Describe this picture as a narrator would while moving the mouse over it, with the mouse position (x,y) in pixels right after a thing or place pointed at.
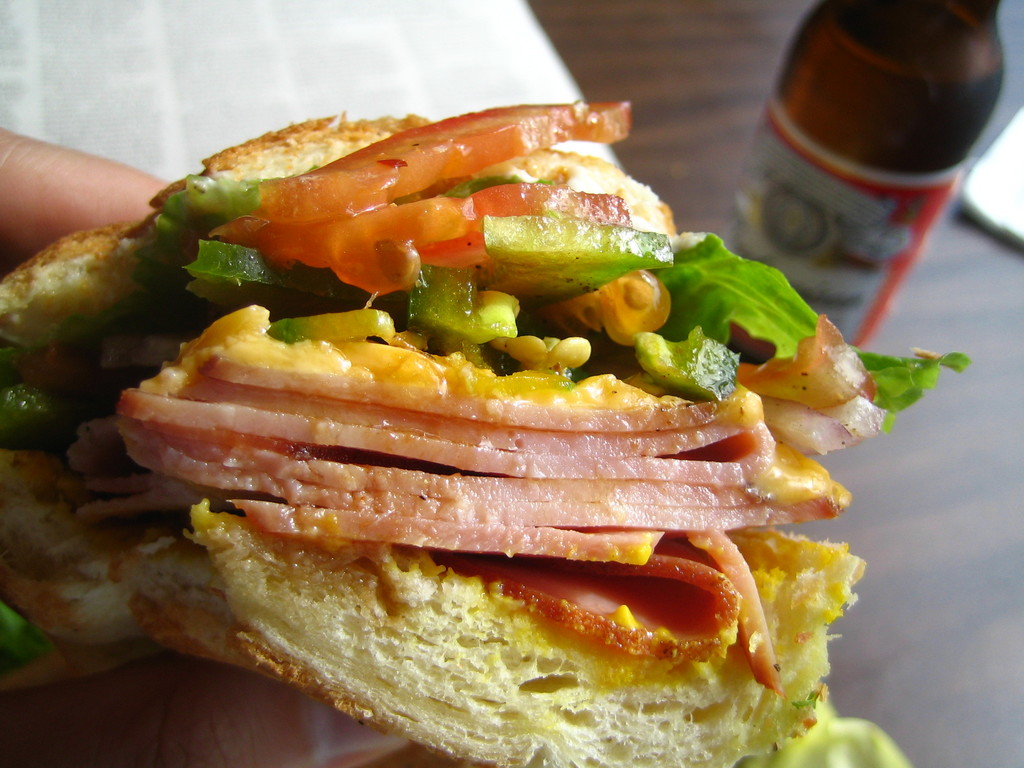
We can see a person's hand (201,668) holding a sandwich (370,479). On that there is meat (455,472), green color vegetables (331,318), tomato (432,251) and some other items (819,469). In the back (931,528) there is a table (946,523) and a bottle (860,186) with a label (856,198) on it.
